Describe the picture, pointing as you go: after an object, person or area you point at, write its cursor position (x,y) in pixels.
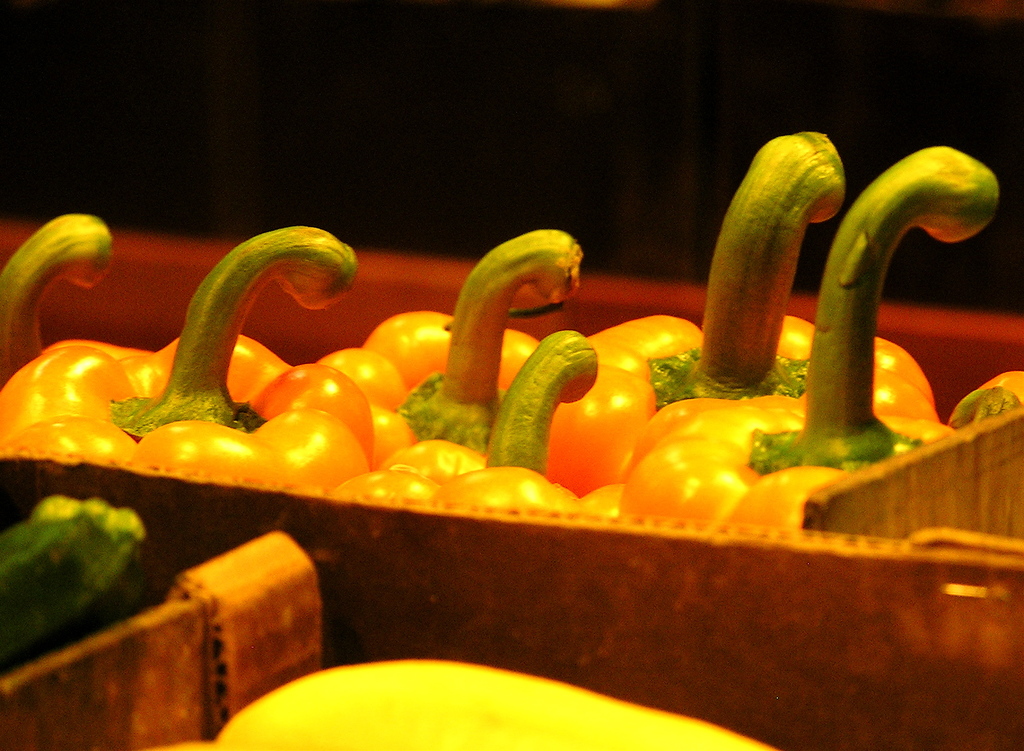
In this picture we can observe capsicum (387,367) which are in orange color placed in the wooden basket (411,534). The background (806,63) is completely dark.
